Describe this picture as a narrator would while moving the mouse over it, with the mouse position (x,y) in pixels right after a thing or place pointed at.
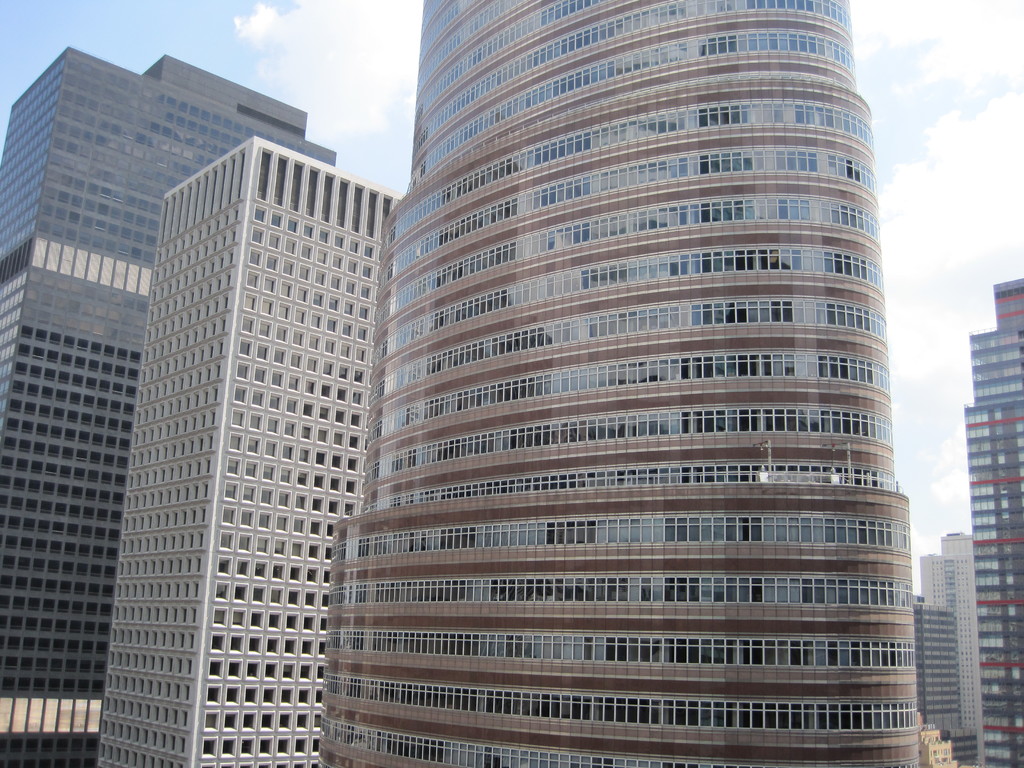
There are very big buildings (599,443) with glass walls (540,481). At the top (305,54) it is the blue color sky (310,24).
